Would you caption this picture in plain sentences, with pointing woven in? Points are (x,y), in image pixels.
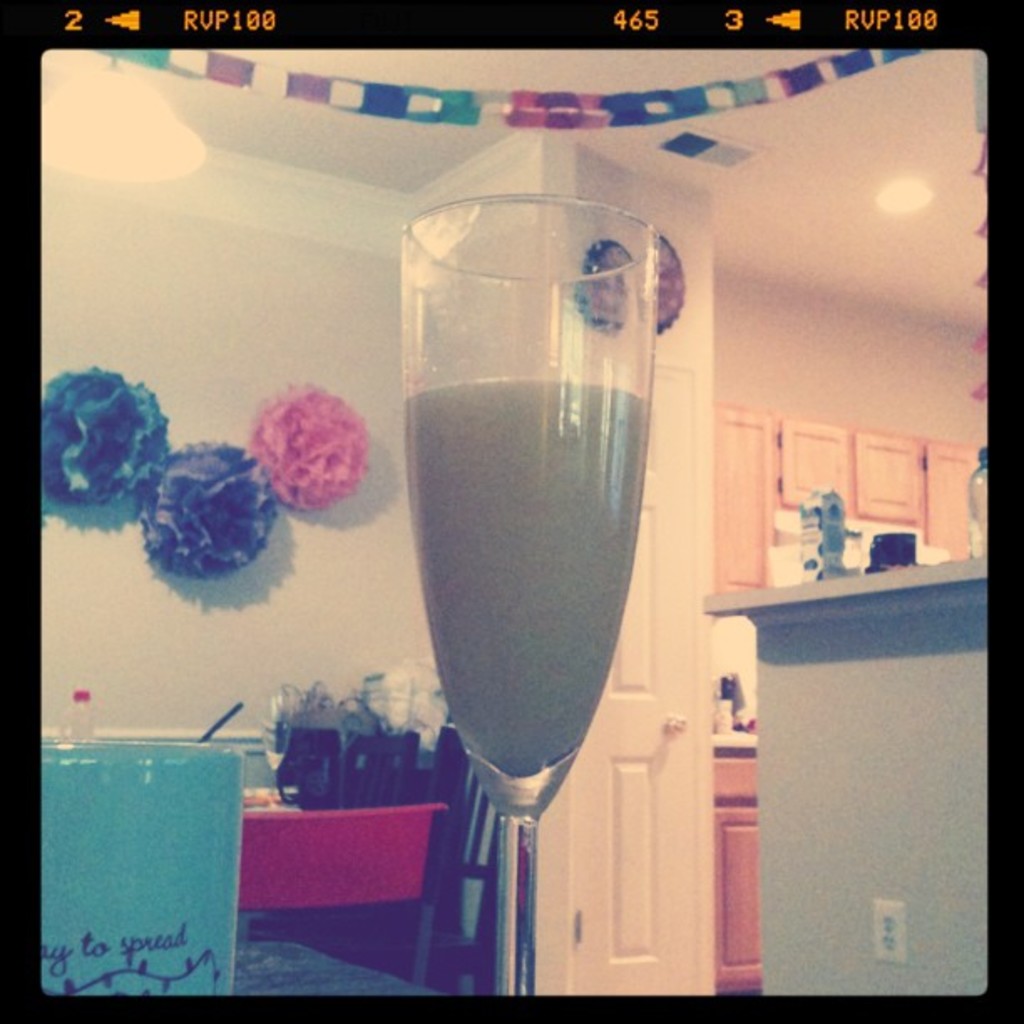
In this picture I can see inner view of a room (533,381) and I can see couple of glasses (222,962) on the table (258,957) and I can see few color papers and cupboards (740,441) and I can see a bottle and a tetra pack (837,536) on the counter top (728,604) and I can see few items (322,740) on the another table (312,845) in the back (251,801) and the picture looks like a screenshot and I can see text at the top of the picture (844,23).
